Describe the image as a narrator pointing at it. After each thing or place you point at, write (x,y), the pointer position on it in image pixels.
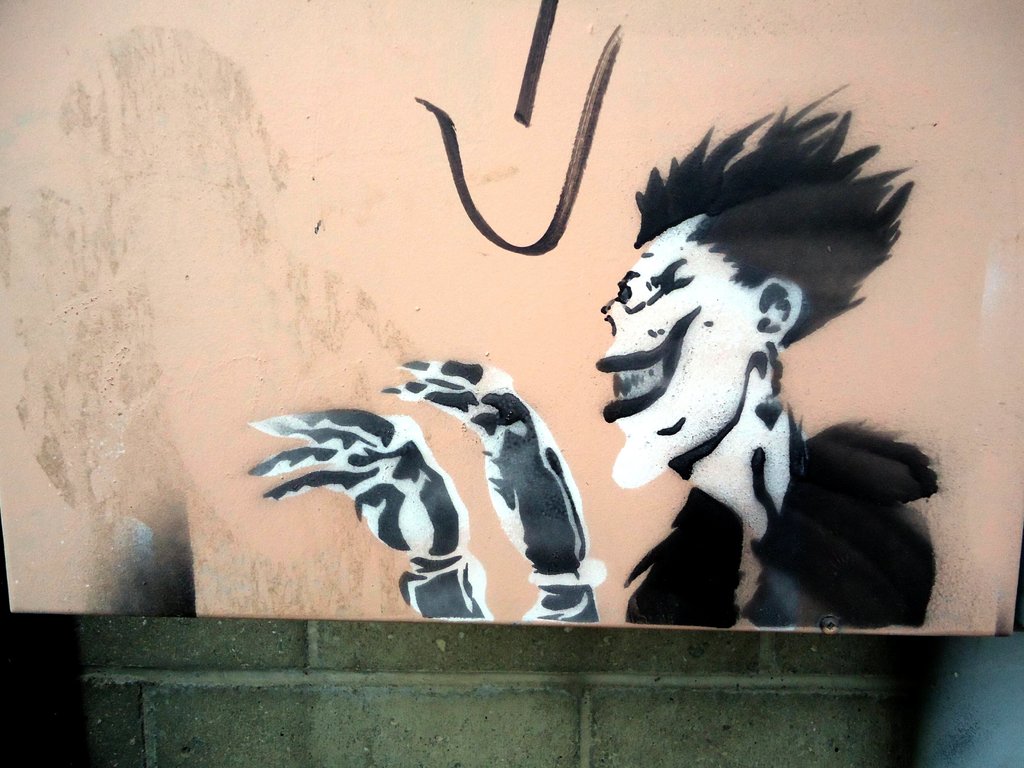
In this image I can see the wall (434,726) which is made up of bricks (488,704) and to the wall (263,679) I can see a cream colored board (292,547) attached and on the board (647,343) I can see the painting (672,380) of a person (778,289) which is white and black in color.
